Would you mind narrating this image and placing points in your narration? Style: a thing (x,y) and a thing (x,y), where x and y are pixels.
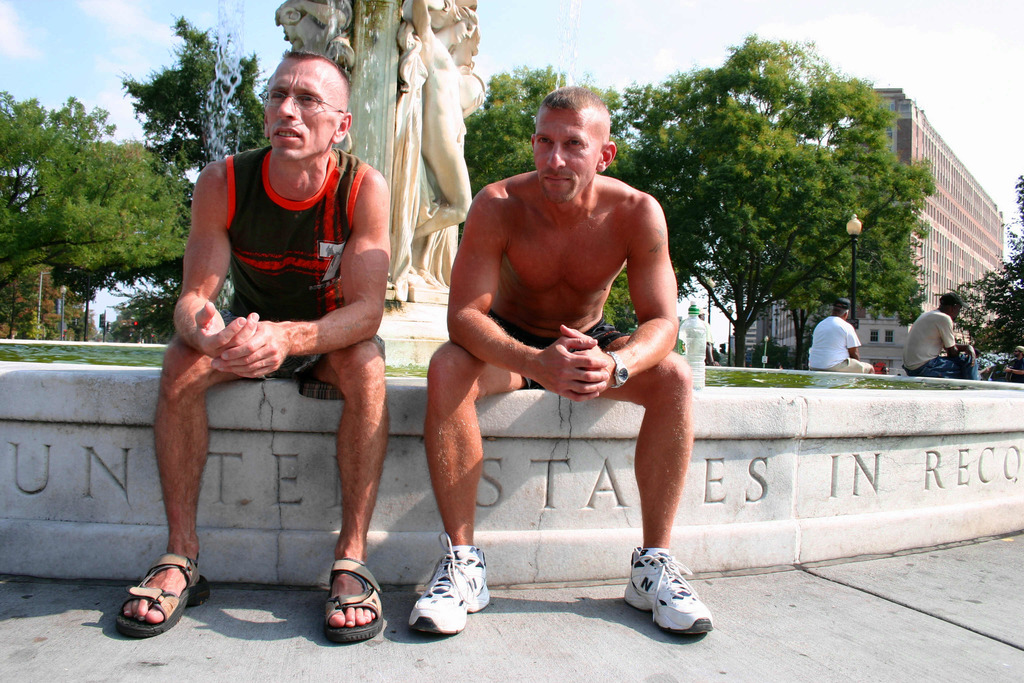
In this image I can see two persons (339,366) sitting. The person (339,366) at left (291,268) wearing black and red color dress (289,255), background (816,292) I can see few other persons (969,370) sitting, a statue (467,212), trees (807,282) in green color and sky (534,44) in white color.
